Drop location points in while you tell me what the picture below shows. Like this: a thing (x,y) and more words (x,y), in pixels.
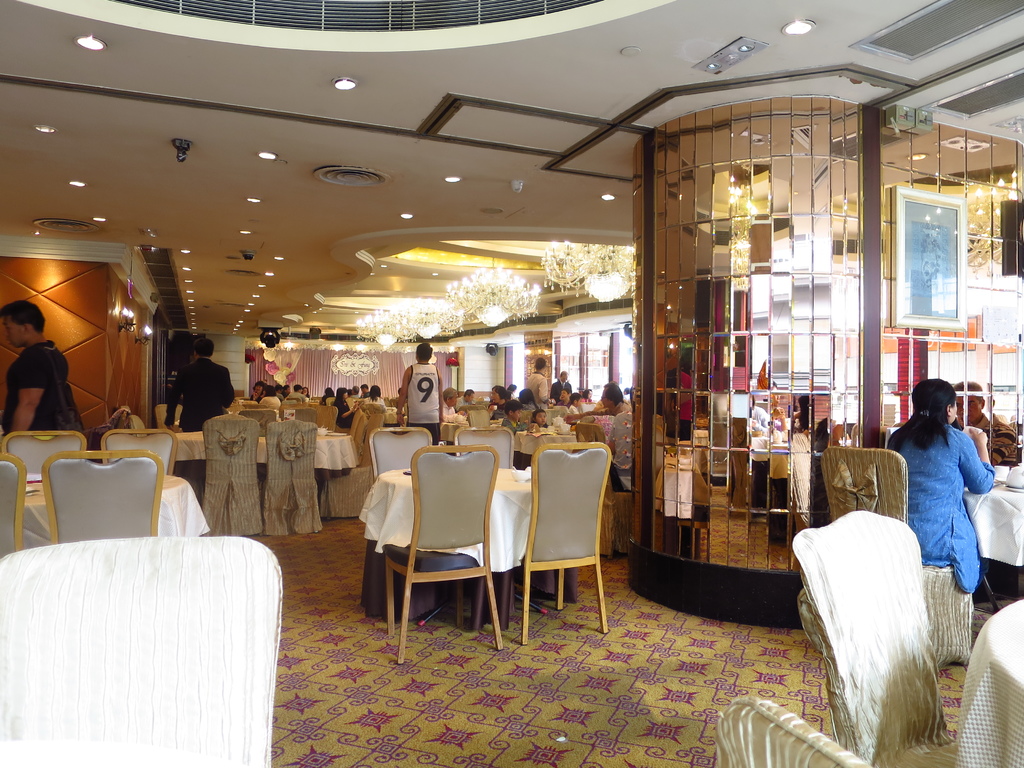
This is the picture of the place where we have a lot of tables (510,519) and chairs (462,510) and some people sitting on the chairs (160,434) and to the roof (625,86) we have some lights (188,252) and air conditioner (874,48) and there are some lamps (564,264) and a mirror pole (774,238) which is in the right side of the room (493,289).
